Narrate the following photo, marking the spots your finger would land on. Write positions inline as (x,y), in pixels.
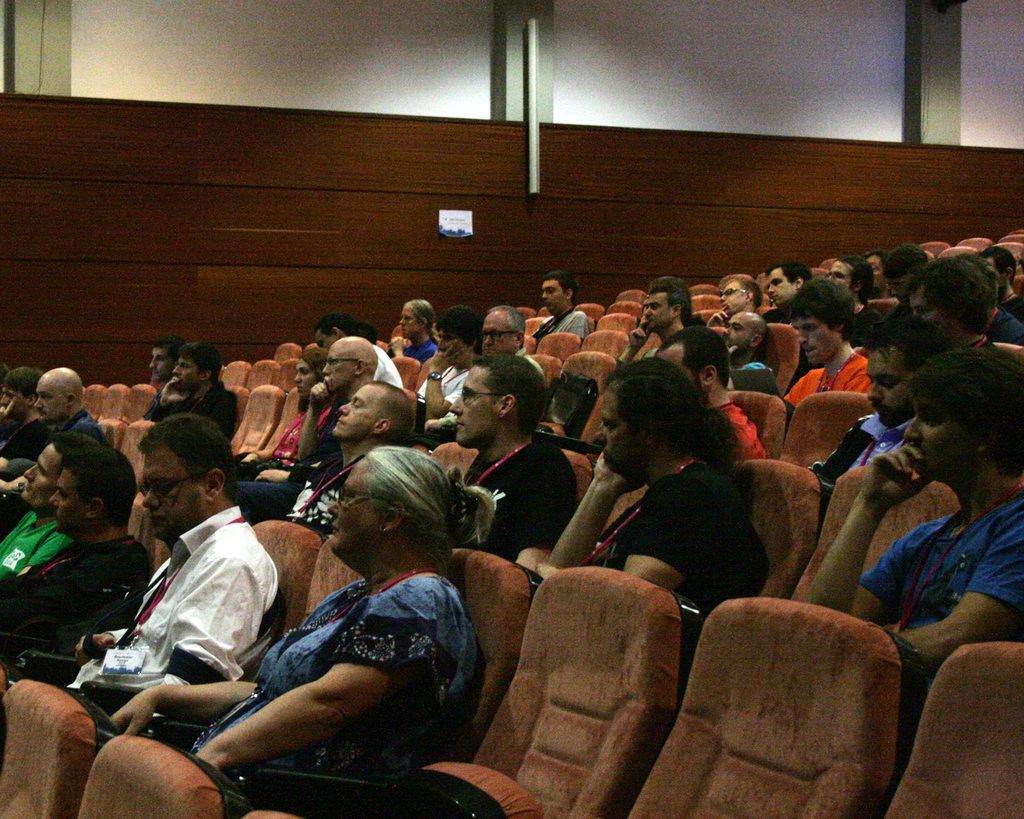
This image is taken inside the hall (588,463). In this image there are few people (563,477) sitting in the chairs (764,297). In the background (349,128) there is a wall (459,206) on which there is a small label (453,230). There are so many chairs (714,724) which are empty.
